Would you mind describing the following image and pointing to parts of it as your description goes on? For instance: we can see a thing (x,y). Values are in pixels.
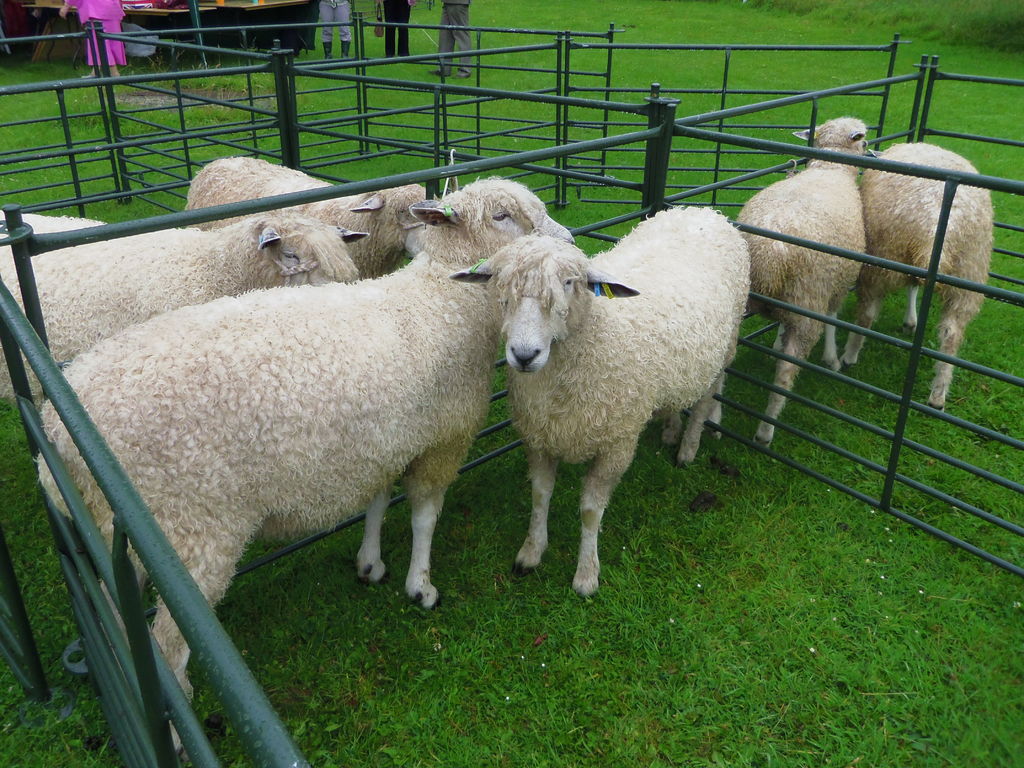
In this image in the center (560,417) there are animals (727,263) and there is a fence (34,409), at the bottom (405,562) there is grass (855,403). And in the background (344,42) there are some people (459,24) standing and it seems that there might be a table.
